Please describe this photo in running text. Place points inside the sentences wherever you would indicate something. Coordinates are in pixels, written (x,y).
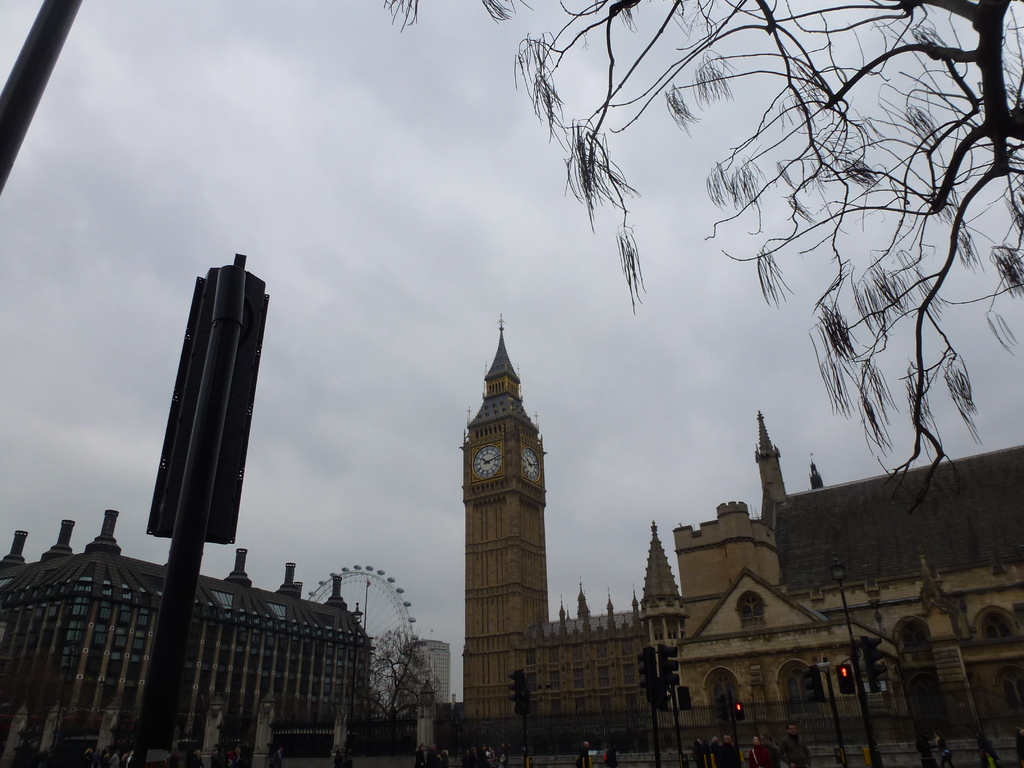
Here in the middle (500,435) we can see a clock tower (488,464) present and beside that we can see a giant wheel (407,611) and we can see buildings (361,656) present on either side all over there and in the front (228,271) we can see traffic signal lights (242,320) present on the pole (166,616) over there and we can see trees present here and there and we can see sign boards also present here and there and we can see clouds (1019,377) in sky (270,365) over there.
